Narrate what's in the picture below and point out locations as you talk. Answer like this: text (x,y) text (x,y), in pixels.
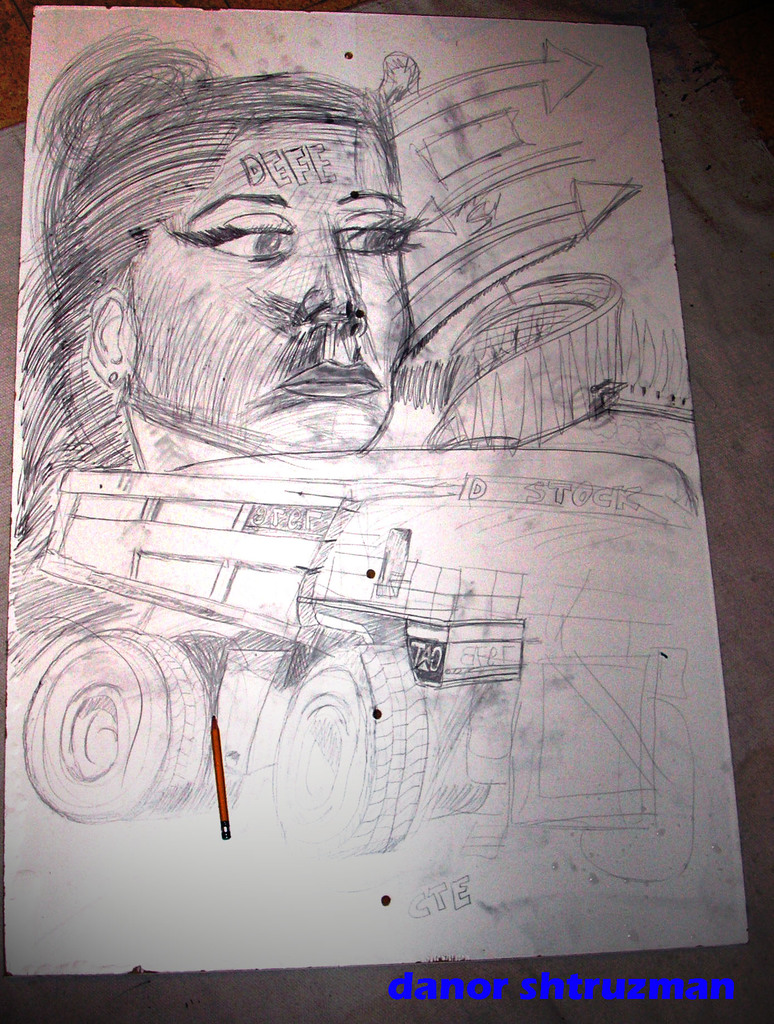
In this image I can see the sketch (530,72) of the person (148,396) and few vehicles (318,622) on the white color sheet (349,832).
